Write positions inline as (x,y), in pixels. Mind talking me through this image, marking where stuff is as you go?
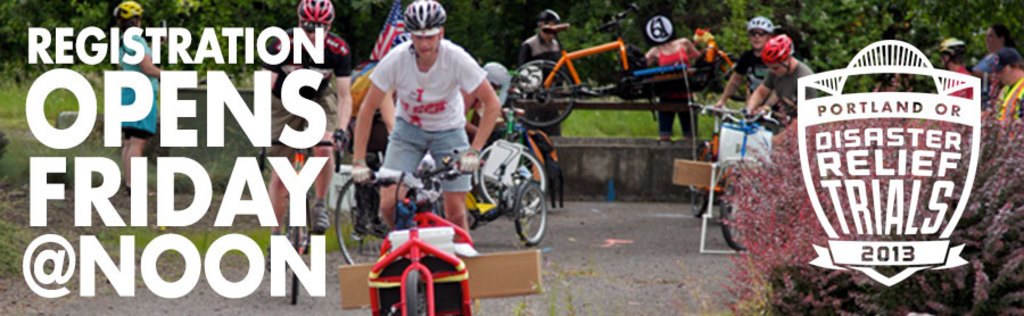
In the image there is a poster (258,78). In the poster (257,63) there are few people (685,50) with helmets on their heads (422,57). And there are riding bicycles (409,264). And also there are few people (672,47) standing. In the background (609,74) there are trees (823,68) and also is a small wall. On the left side of the image (151,52) there is something written (59,45) on it. And on the right side (820,113) corner of the image there is a logo (865,139).
